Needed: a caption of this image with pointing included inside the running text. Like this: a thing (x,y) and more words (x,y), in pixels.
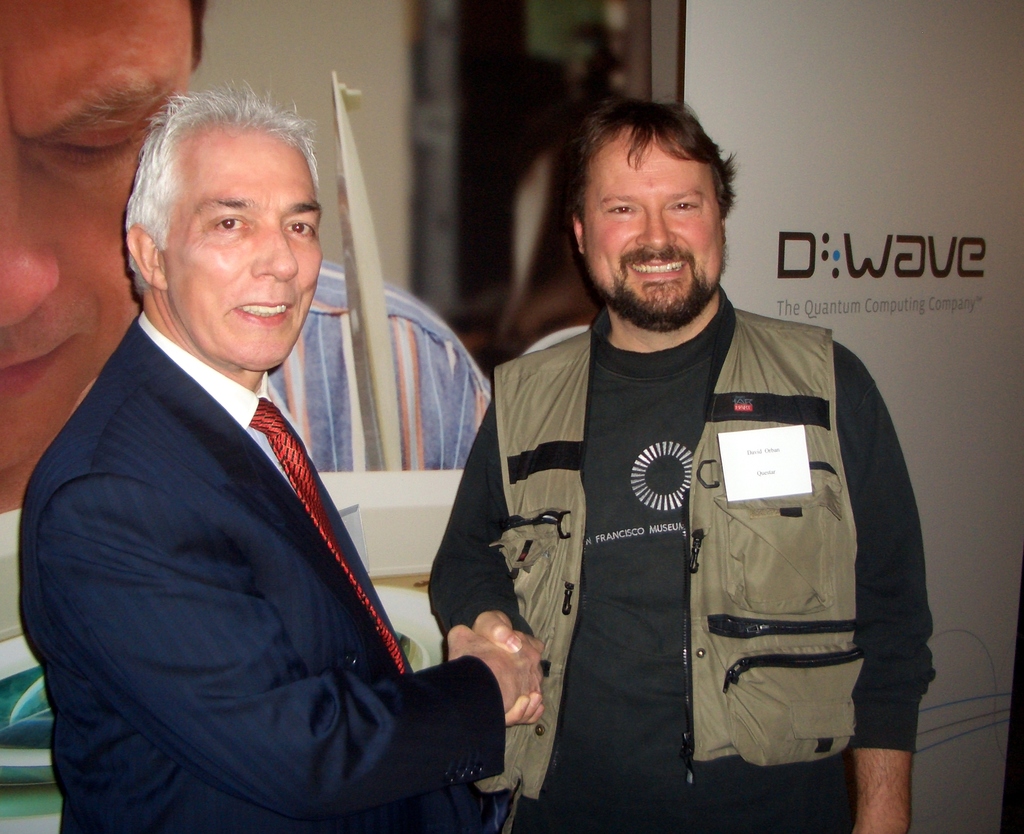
In this picture I can see two persons (495,547) shaking their hands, behind I can see a banner (482,196).
